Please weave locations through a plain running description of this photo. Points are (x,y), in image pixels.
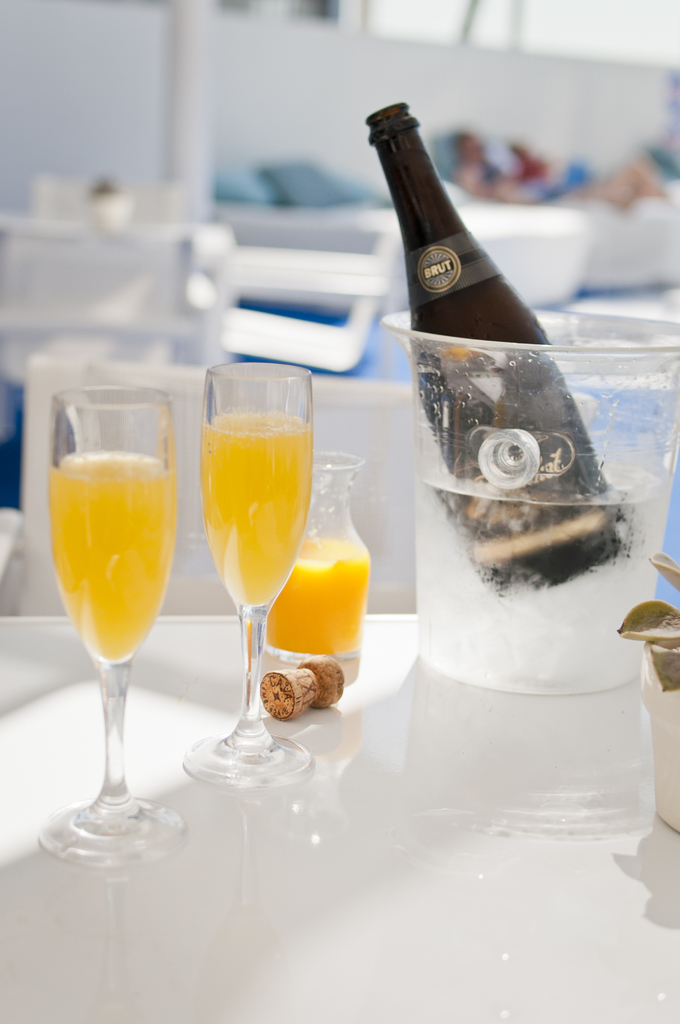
This picture describe about the two glasses (142,406) of mango juice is places on the white table (451,879) and on the right side (499,680) a bucket (534,674) full of ice (551,619) with black bottle (454,362) inside it. Behind there are some white relaxing chair (571,236) and a man (536,194) lying on it.
